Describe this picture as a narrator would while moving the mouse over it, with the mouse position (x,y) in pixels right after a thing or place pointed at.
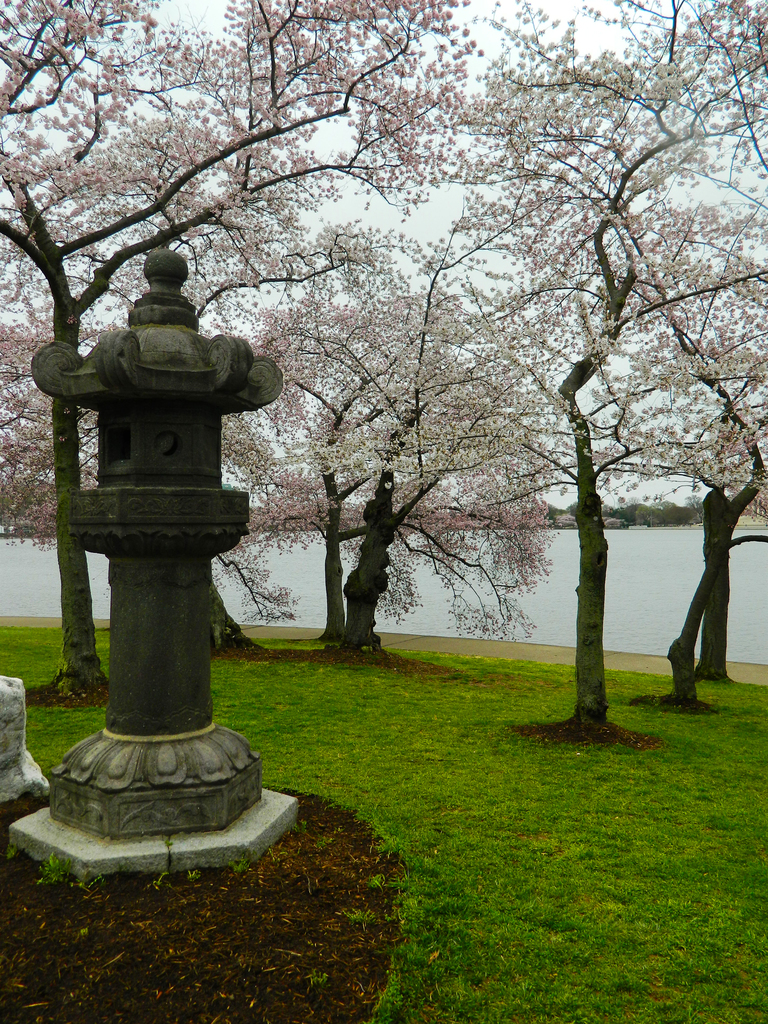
In this image there are trees (338,619). At the bottom of the image (568,868) there is grass (508,871). There is water (637,558). To the left side of the image (140,802) there is stone structure (154,263).
